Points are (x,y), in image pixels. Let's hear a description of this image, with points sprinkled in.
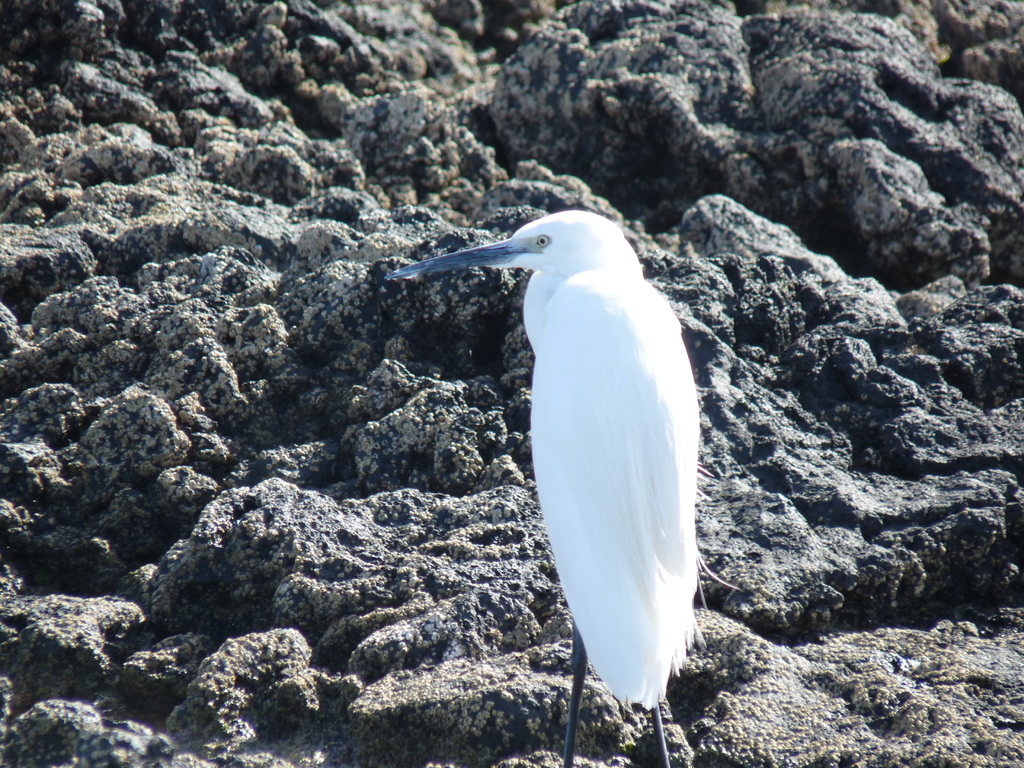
In this picture I can see a white bird (541,470) standing, and in the background (514,335) there is a rock (475,462).
